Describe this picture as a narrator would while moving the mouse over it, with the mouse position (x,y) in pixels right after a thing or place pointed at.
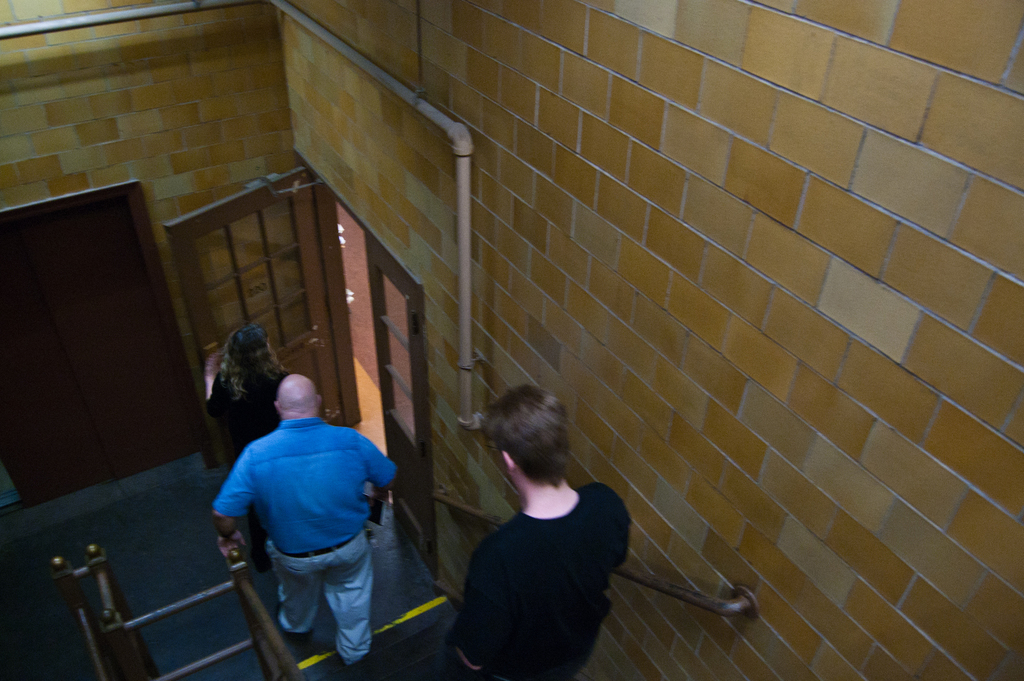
In this image there are three people (297,496), and it seems that they are walking and also there are some poles (238,571), wall (664,608), pipe (469,291), doors (215,303). And at the bottom of the image (208,586) there is floor (404,574).
